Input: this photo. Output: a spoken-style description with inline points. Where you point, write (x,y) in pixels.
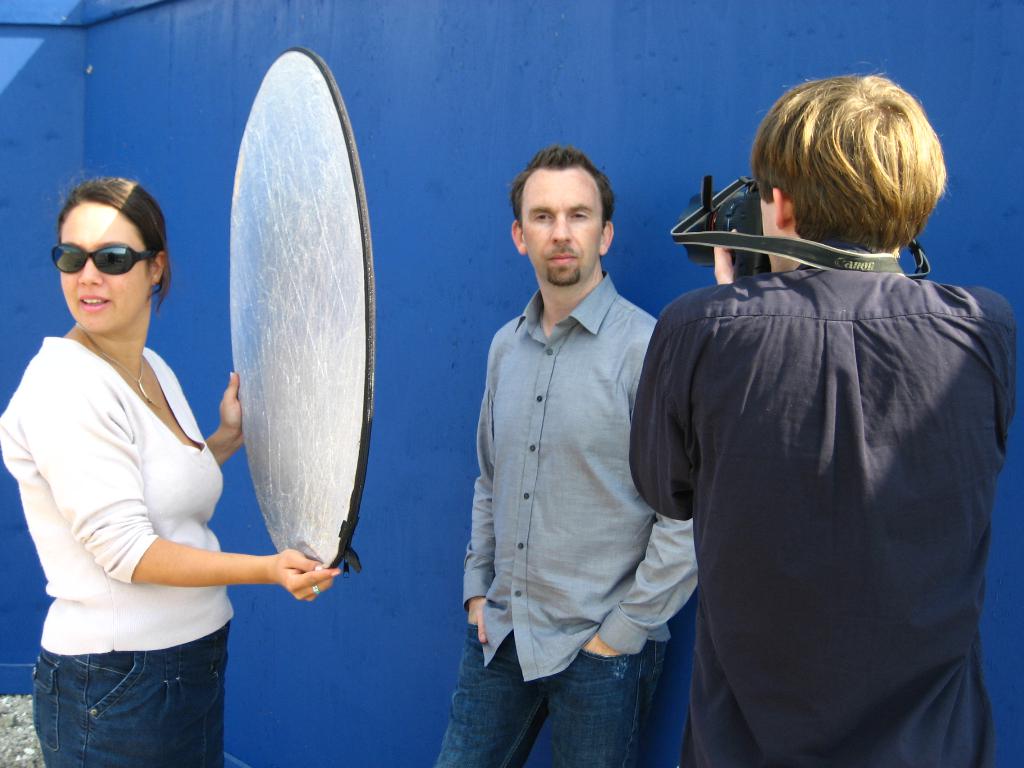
On the left hand side (102,420), there is a woman (102,420) in white color t-shirt (102,531) standing, laughing and holding a white color plate (330,313). In front of her, there is a man (578,296) in grey color shirt (572,410) standing. In front of him, violet color t-shirt (844,425) holding a camera (735,189) and capturing him. In the background (530,41), there is blue color wall (457,317).
